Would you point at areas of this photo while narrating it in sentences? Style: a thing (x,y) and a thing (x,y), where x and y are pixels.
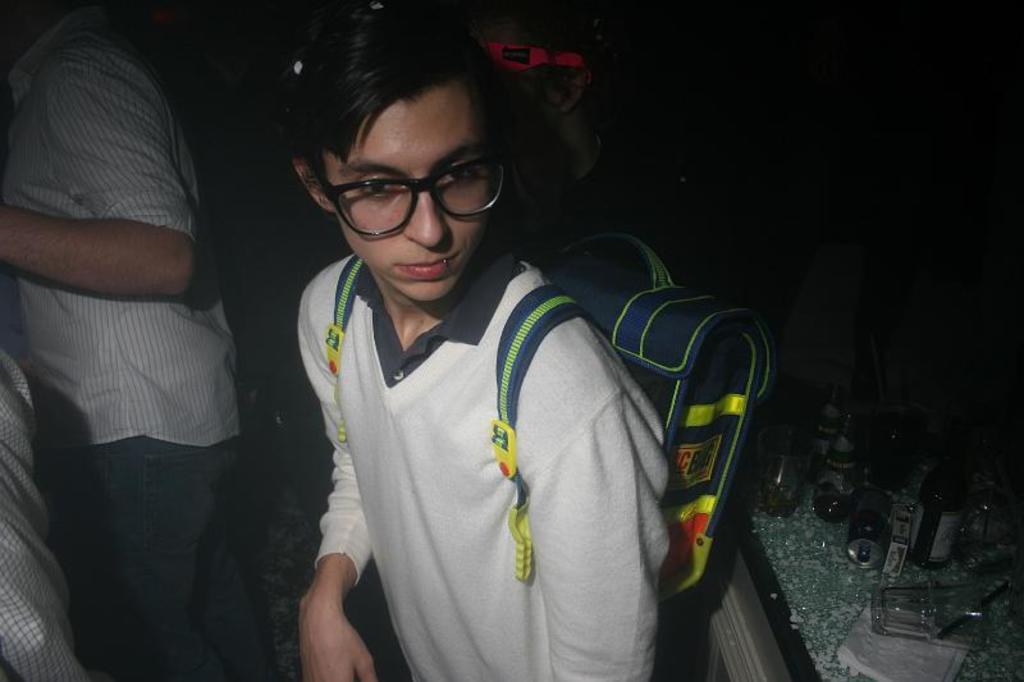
In this picture we can see a person (433,392) with the backpack (649,352). Behind the person (422,473) there is a group of people (97,532) standing. On the right side of the people (113,522), it looks like a table (811,628) and on the table (817,479) there are glasses (782,470), bottles (840,425) and tissue papers (879,635).
